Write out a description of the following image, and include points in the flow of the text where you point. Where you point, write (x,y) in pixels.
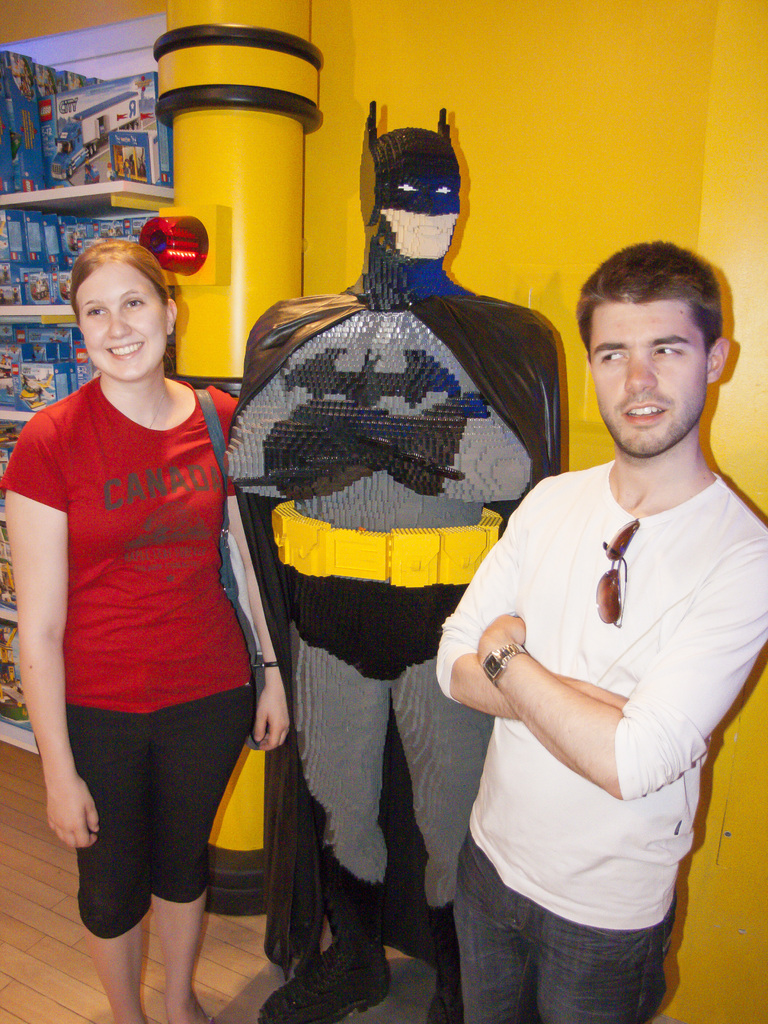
In this image we can see a man (599,707) and a woman (207,718) standing beside the lego structure (357,464). In the background (529,184) we can see wall (318,155) and cartons (75,117) placed in the cupboard (65,216).
